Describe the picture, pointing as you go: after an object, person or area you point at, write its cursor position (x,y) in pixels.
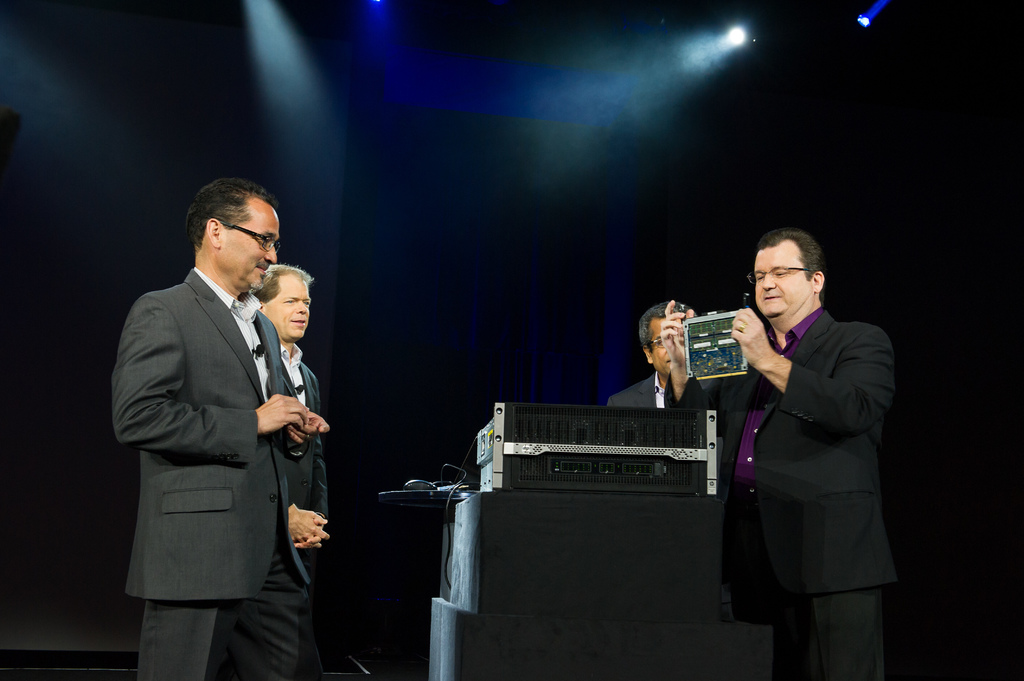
There are four men (782,388) standing and in the middle (551,448) there is an electric device (483,487) on a platform (496,555) and on the right (771,364) a man (759,349) is holding an object (688,335) in his hands (675,346). In the background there are lights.
